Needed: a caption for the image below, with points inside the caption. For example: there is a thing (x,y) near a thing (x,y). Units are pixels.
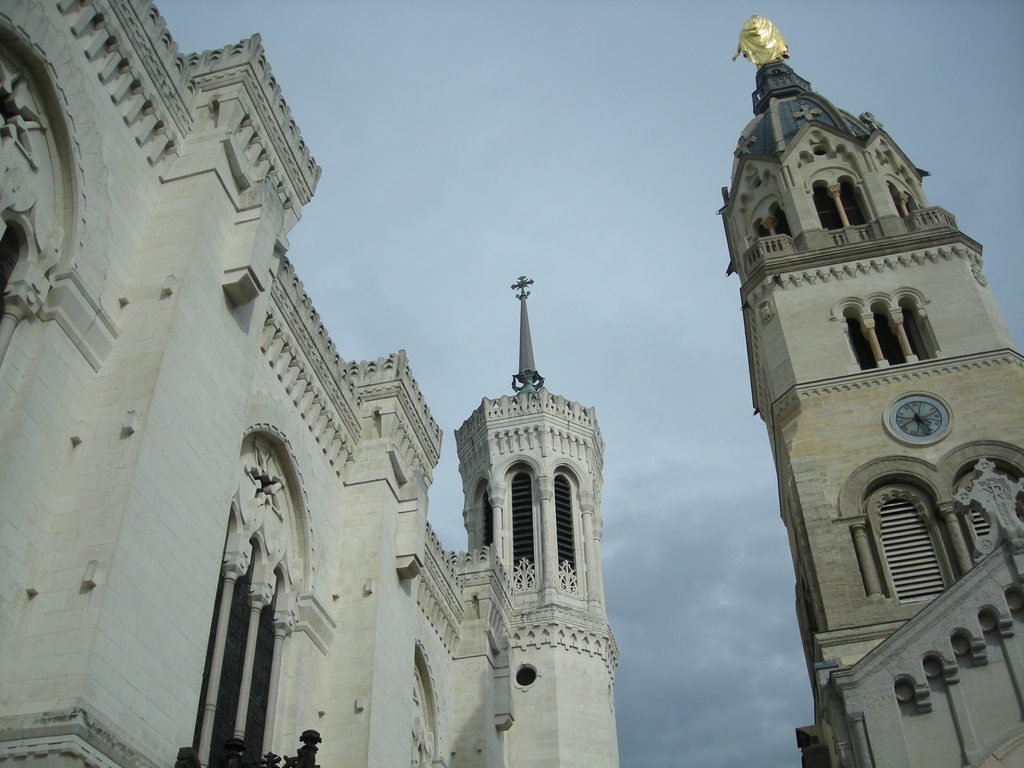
In the image there are buildings (513,498) in the front (834,193) with a clock (937,410) on the right (934,422) and above its sky (500,155) with clouds (665,526).
